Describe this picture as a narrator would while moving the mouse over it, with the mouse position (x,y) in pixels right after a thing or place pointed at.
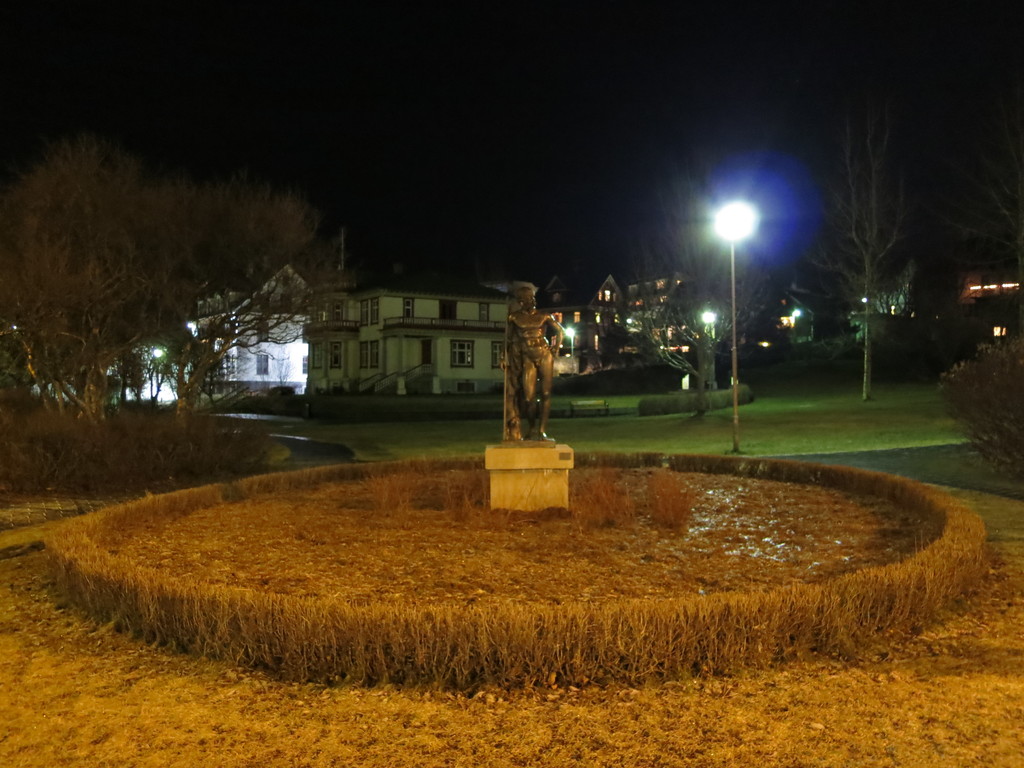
In this picture I can see there is a statue (525,307) and there is grass (482,536) around it. There are trees (192,354) at left (141,245), few buildings (355,335) and there is a walkway (49,505) with poles (720,219) and the sky (696,183) is dark.
